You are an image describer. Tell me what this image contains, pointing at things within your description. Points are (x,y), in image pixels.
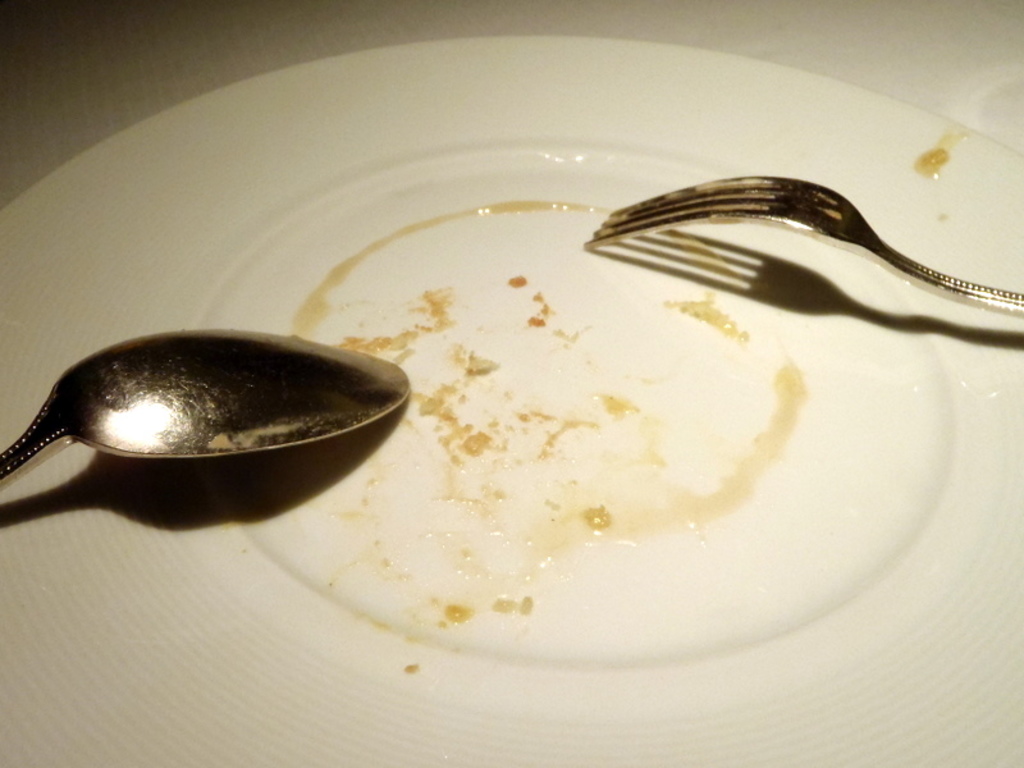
In this image there is a plate (445,399) and in the plate (865,137) there is a spoon (324,359) and one fork (741,208), and at the top (945,61) it looks like a tissue paper (107,76).
